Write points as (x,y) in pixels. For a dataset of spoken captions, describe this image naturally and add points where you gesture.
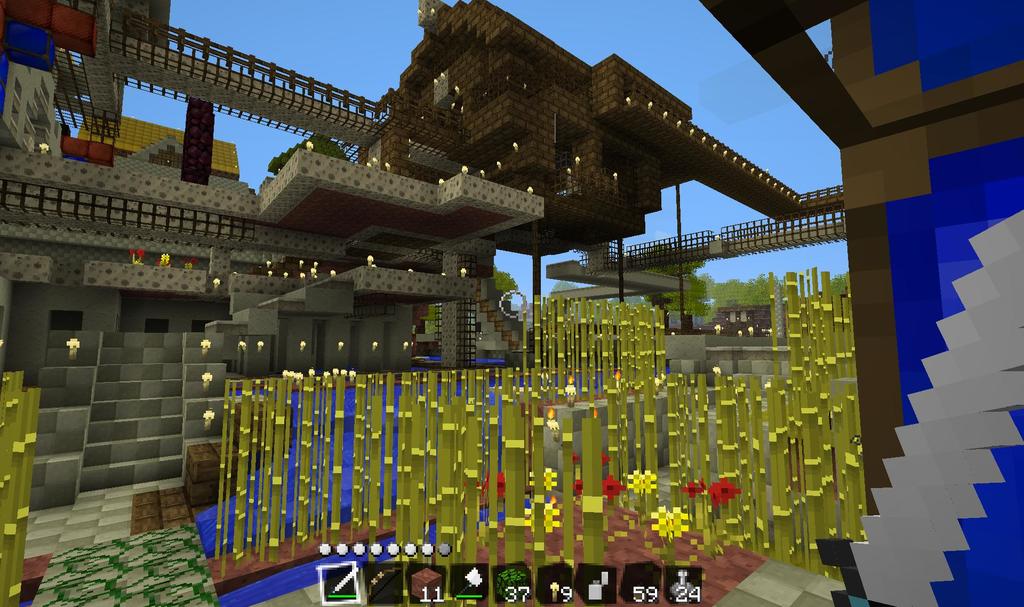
This image looks like a game. This is a computer game. There is a building (450,361) in the middle (489,288). There is sky (216,34) at the top (736,77).
